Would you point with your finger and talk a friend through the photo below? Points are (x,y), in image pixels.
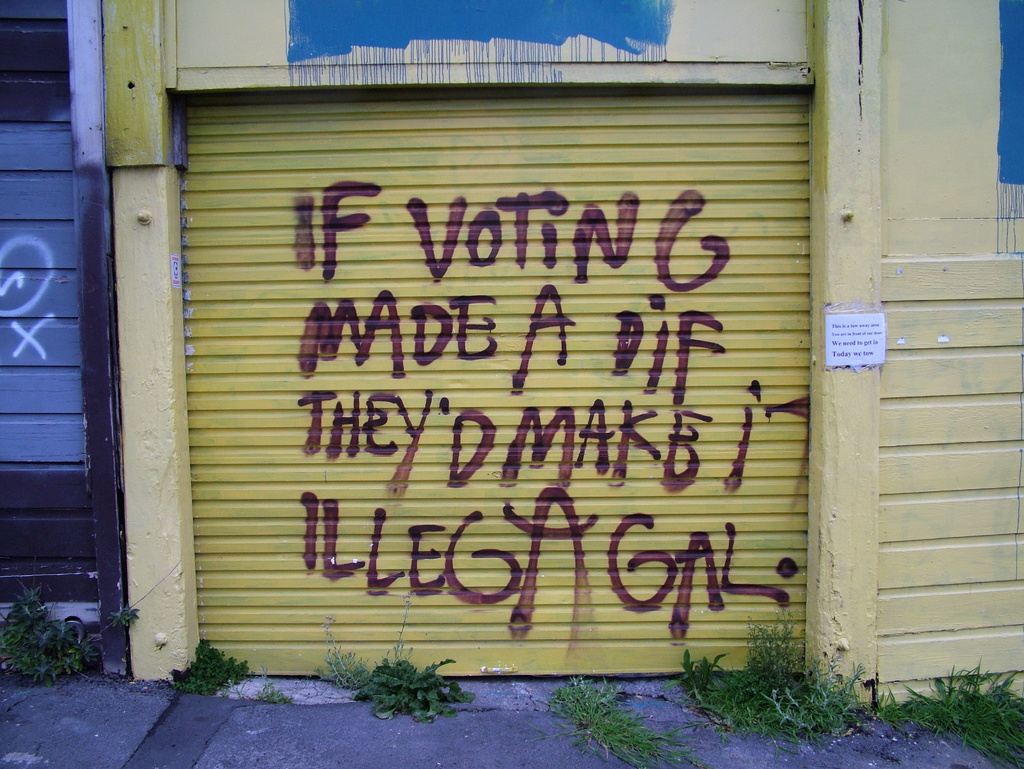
In this image we can see the shutter (481,468) of a building (532,592) with some written text (728,567) on it. We can also see a board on a wall (975,438) and some plants (614,722).
